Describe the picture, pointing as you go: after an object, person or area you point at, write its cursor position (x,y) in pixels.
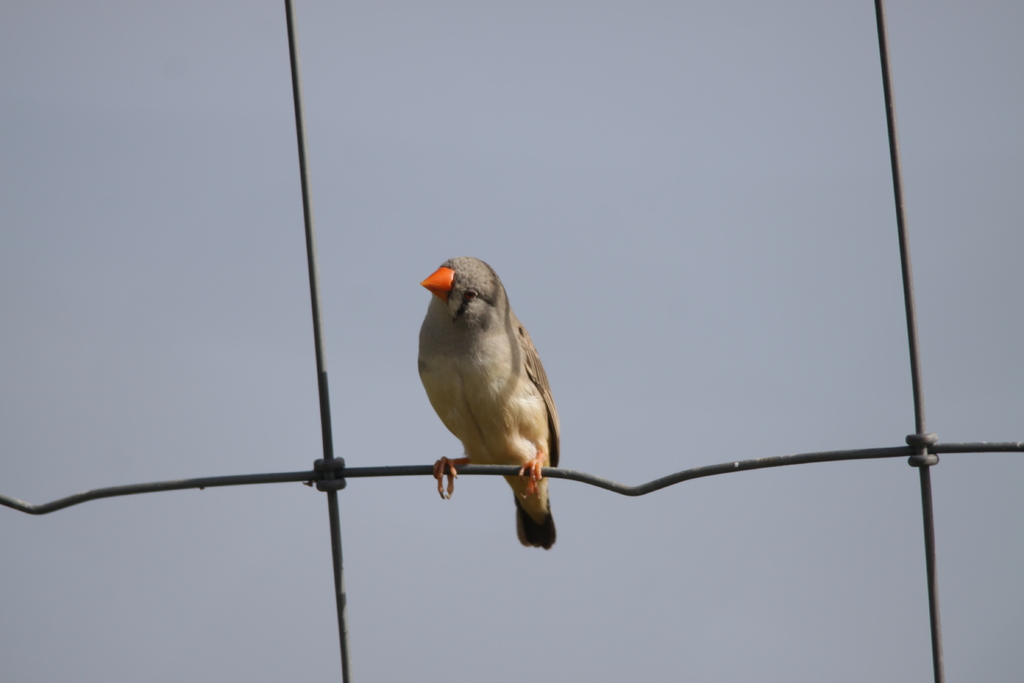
In this image we can see a bird (469,429) on the wire (540,474) and in the background (670,237) we can see the sky (767,250).
